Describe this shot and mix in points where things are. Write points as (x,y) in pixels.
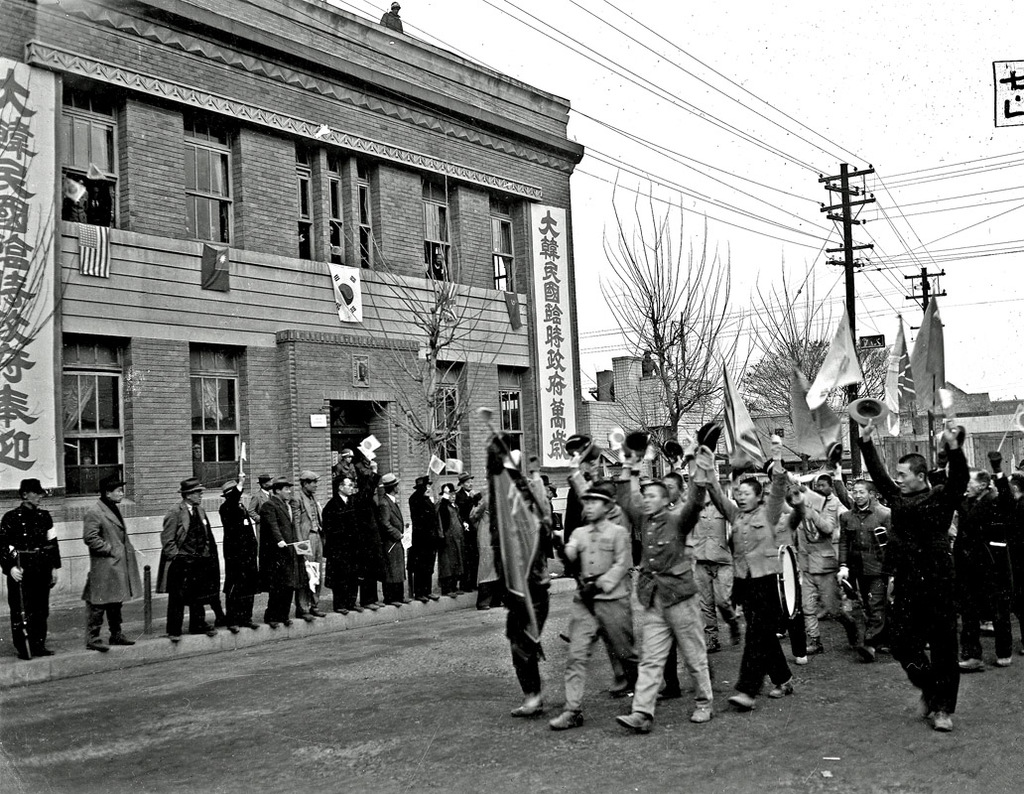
This is a black and white image and here we can see many people (634,580) and some of them are walking and some are standing. In the background (680,257), there are buildings (432,229), trees (783,392) and poles (844,205) along with wires (809,236). At the bottom (292,709), there is road (286,716).
